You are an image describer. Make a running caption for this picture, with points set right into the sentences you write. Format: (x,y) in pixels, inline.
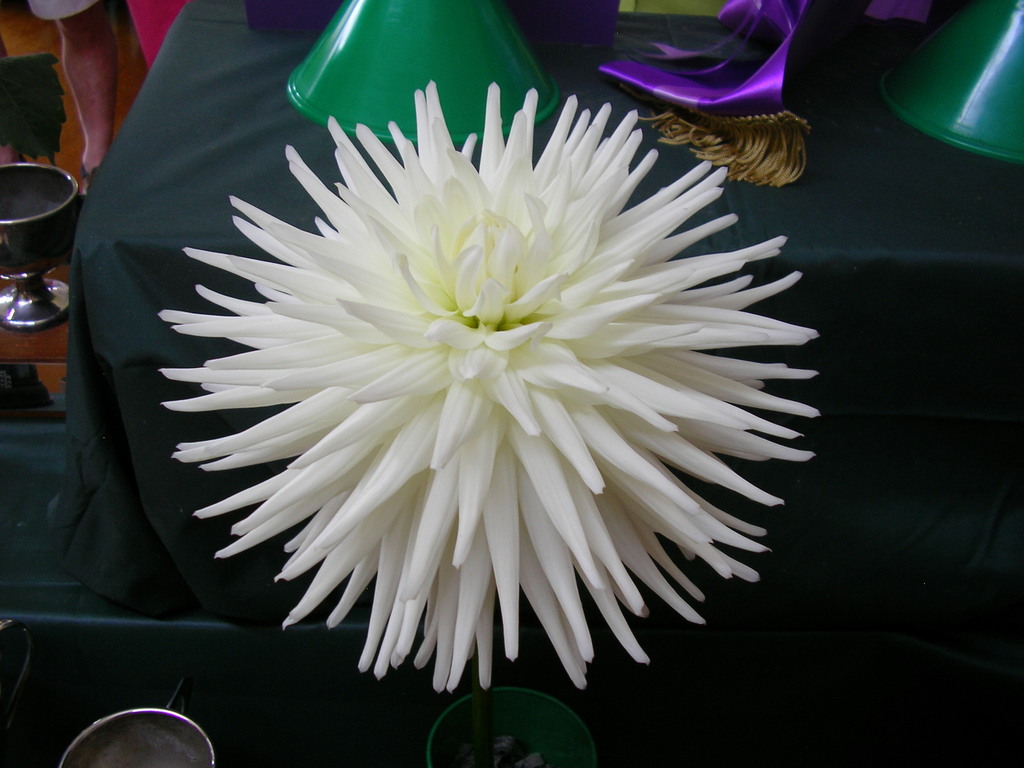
In this picture I can see a flower (593,390) in the middle (622,347), at the top (926,51) there are plastic things (964,92) on a table (652,129).
